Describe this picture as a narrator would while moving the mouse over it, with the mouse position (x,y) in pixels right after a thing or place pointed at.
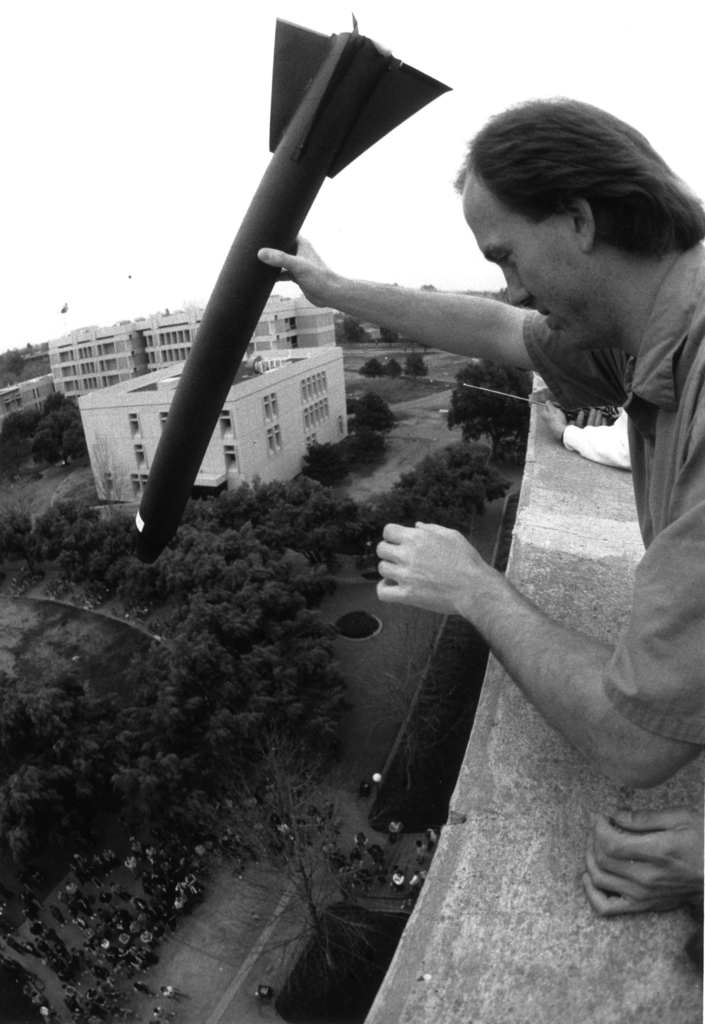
This is a black and white picture. On the right side (490,354), we see a man (614,367) is standing and he is holding the replica of the missile (263,240) in his hand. Behind him, we see the hands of two persons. In the left bottom (149,939), we see the people (89,902) are standing. Behind them, we see the trees (216,636). In the background (268,413), we see the buildings (226,413) and trees (19,436). At the top (190,95), we see the sky (382,170).
